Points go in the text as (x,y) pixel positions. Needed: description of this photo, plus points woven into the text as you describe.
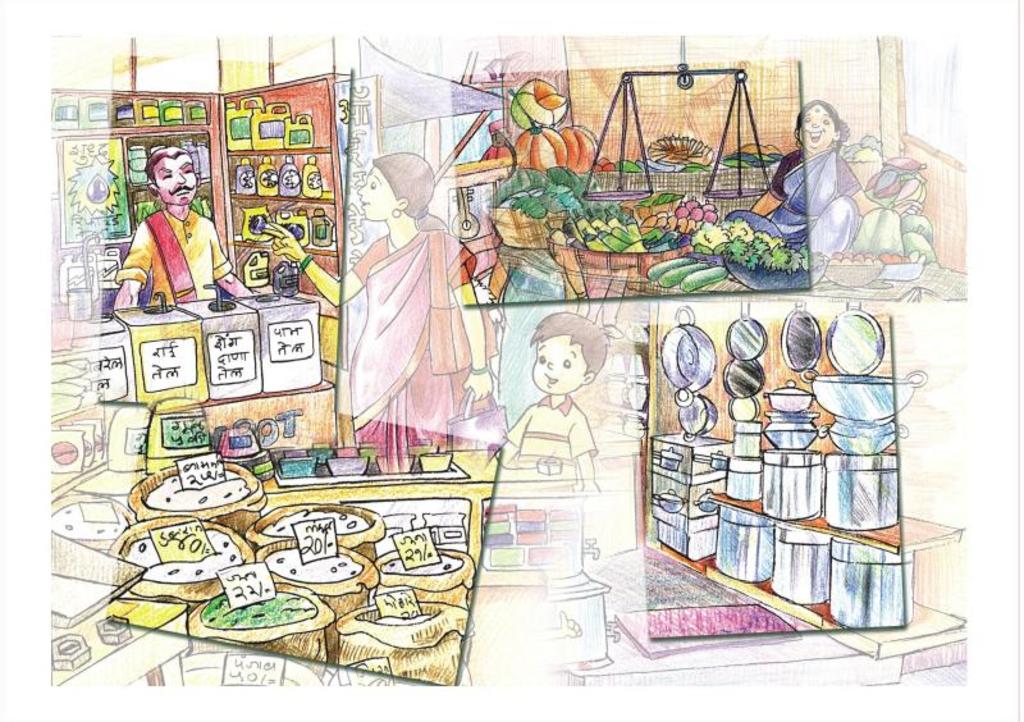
In this image we can see painting (765,261) of persons (409,179), vegetables (755,231), bags (327,637), price tags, bottles (278,132), bowls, plates (699,369), boxes (716,484), weighing scale (597,200), racks (314,120), and few objects (632,413).
